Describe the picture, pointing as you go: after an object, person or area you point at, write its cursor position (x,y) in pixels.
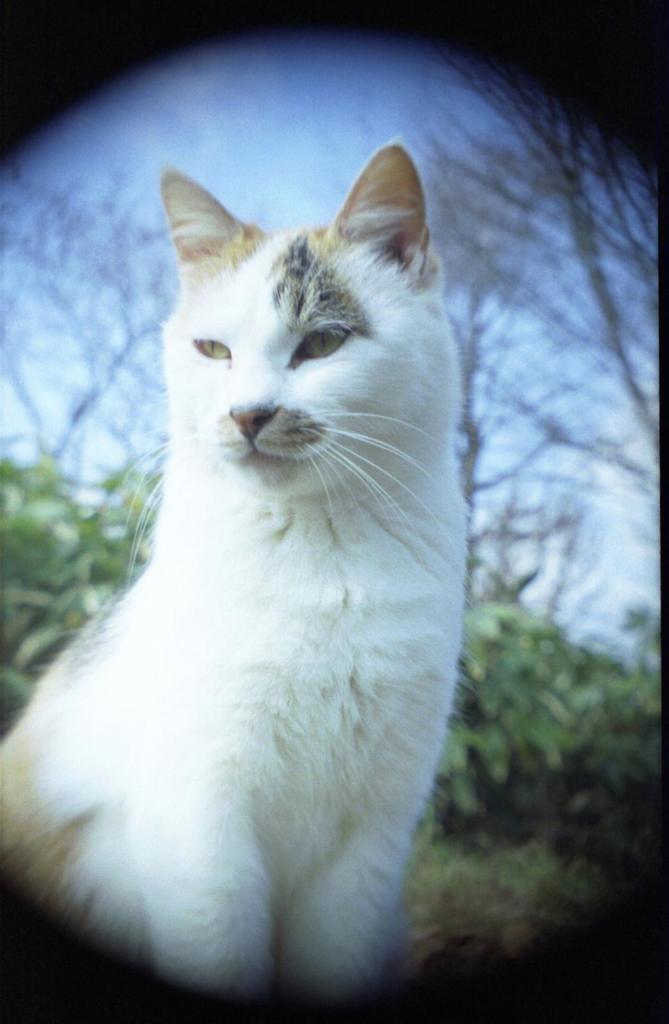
In this picture I can observe white color cat (234,608). In the background (48,557) there are plants (500,665), trees (494,279) and a sky (251,108).
